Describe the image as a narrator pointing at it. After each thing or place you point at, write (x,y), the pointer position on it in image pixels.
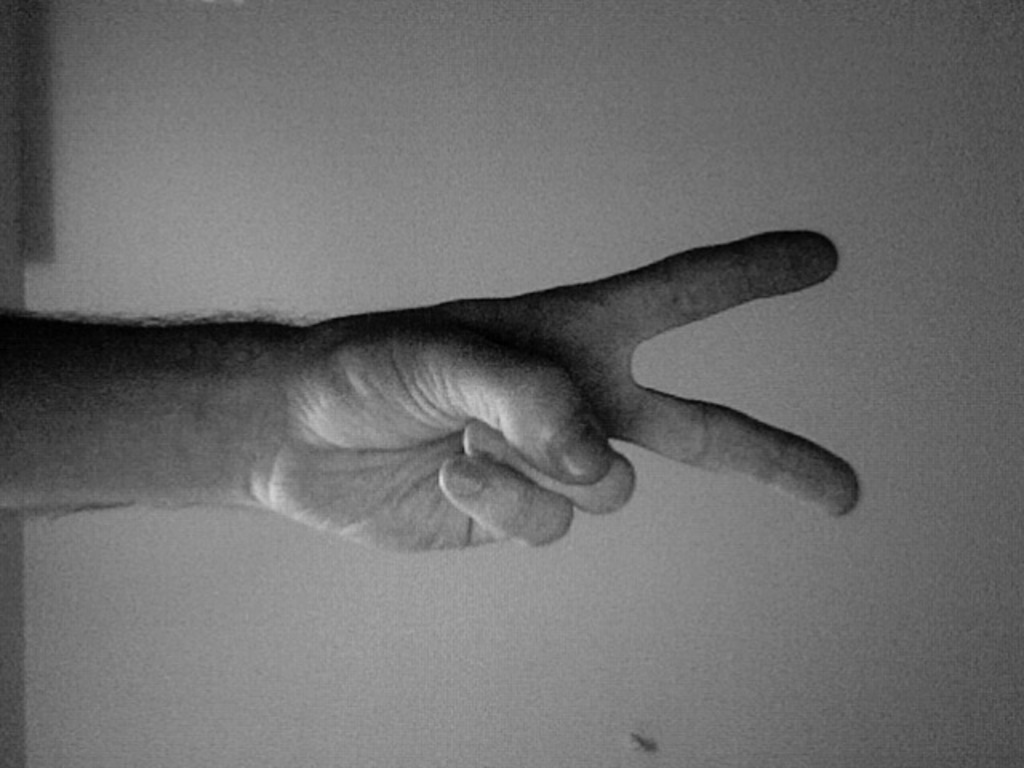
In this image we can see a person's hand (397,372), and the wall (773,27), and the picture is taken in black and white mode.
